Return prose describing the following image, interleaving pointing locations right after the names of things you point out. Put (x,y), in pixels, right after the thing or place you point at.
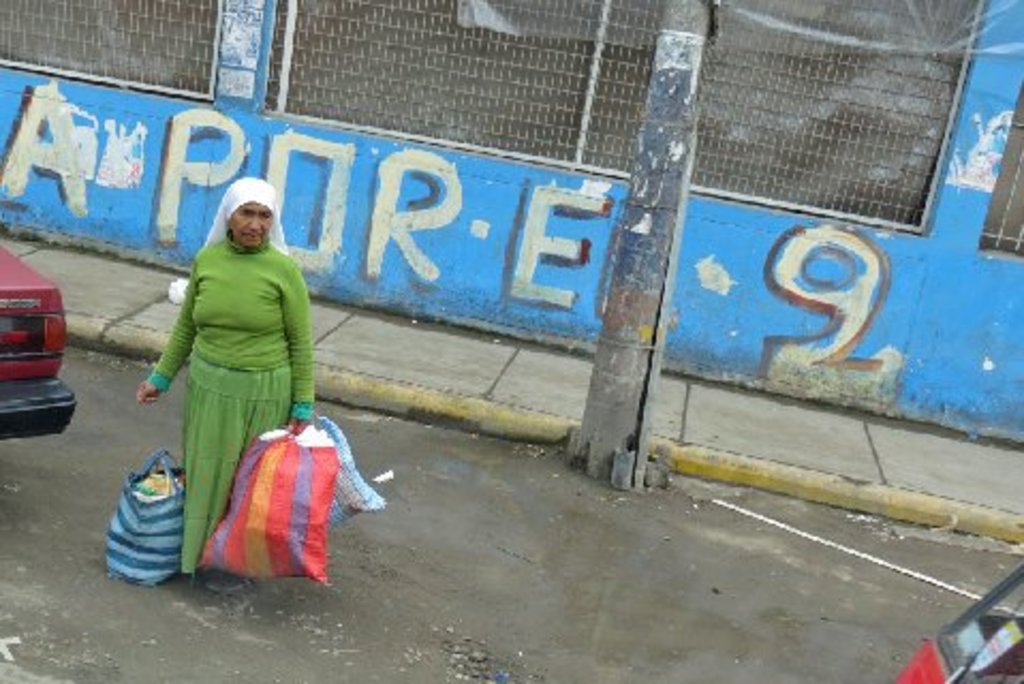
The picture is taken on the streets (543,360). In the foreground of the picture (281,390) there is a woman (187,420) standing and holding bags (180,474). In the center of the picture (648,296) there are pole (670,275), wall (294,150), fencing (535,141). In the foreground (335,584) it is road (537,584).
